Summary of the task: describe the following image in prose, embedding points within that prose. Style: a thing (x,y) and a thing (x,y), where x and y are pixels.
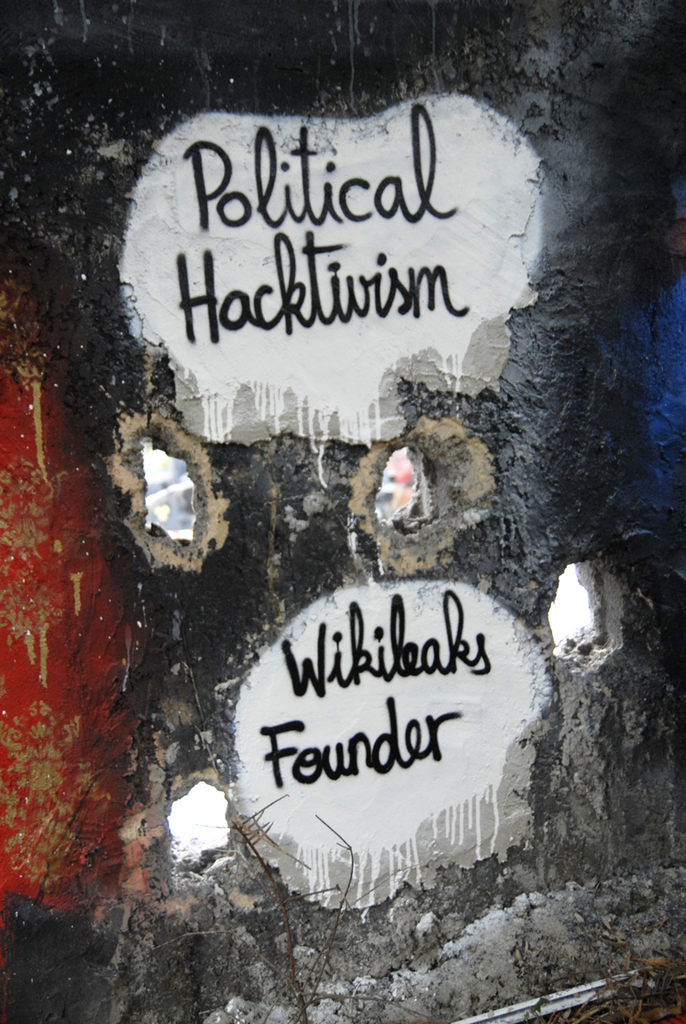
Here we can see text (316,296) on the wall (275,719) and we can see holes (607,635).
